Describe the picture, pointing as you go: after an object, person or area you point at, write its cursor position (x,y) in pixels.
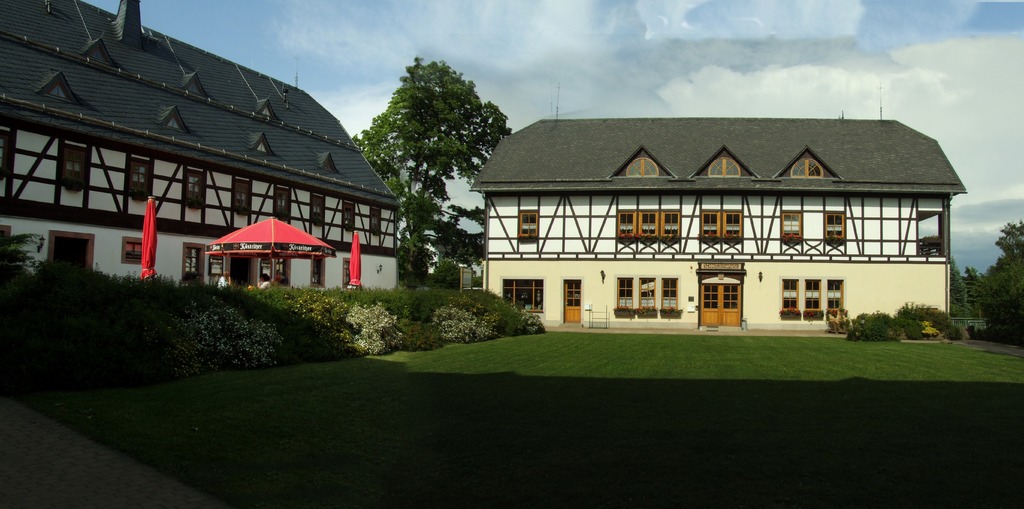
In this image I can see three umbrellas (220,245) in red color, trees (402,277) in green color. In the background (700,250) I can see few buildings (633,118) and the sky (610,60) is in blue and white color.
